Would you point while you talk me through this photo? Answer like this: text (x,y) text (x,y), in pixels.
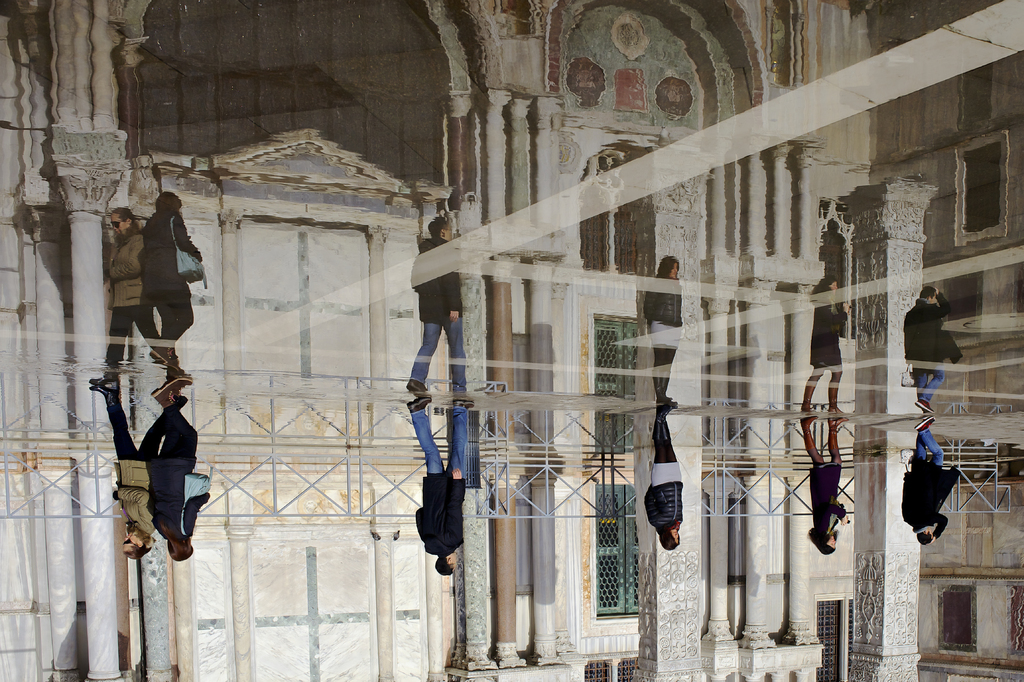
In this image we can see persons (661,384) walking on the floor (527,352), water (386,351) and a building (549,144) in the background (231,182).
